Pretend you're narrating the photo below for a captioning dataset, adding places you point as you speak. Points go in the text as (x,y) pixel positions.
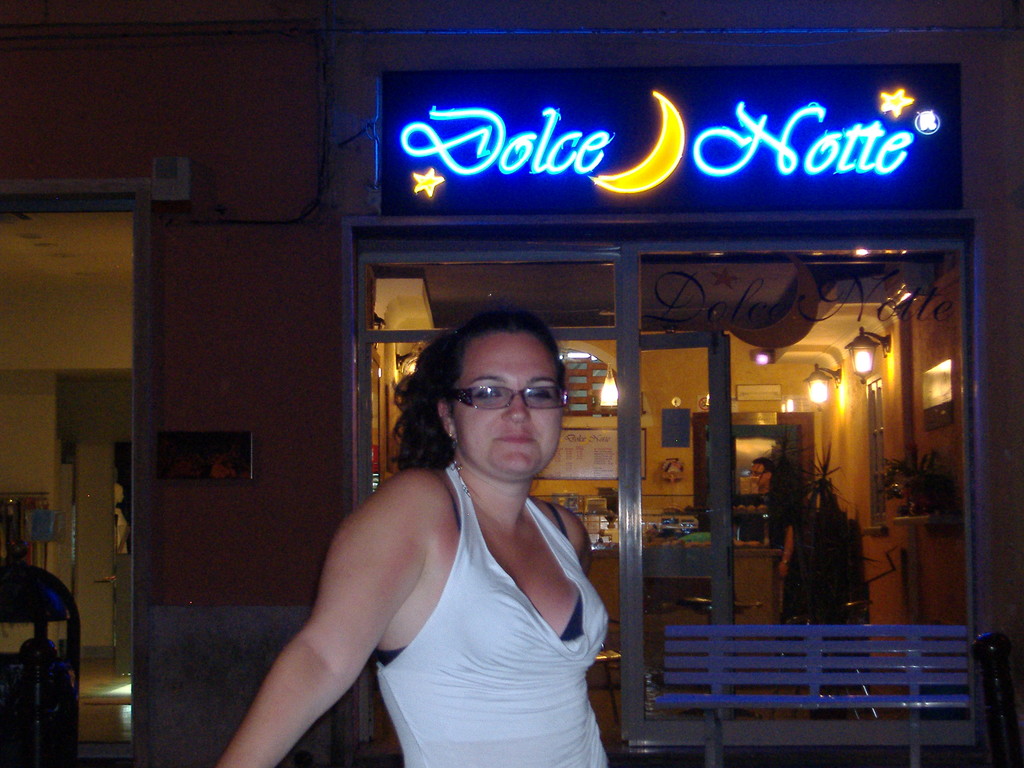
In this picture, there is a woman (427,722) in the center (501,501) wearing white clothes (475,514) and spectacles (529,408). Behind her, there is a stall (661,345) with some text (760,134).
